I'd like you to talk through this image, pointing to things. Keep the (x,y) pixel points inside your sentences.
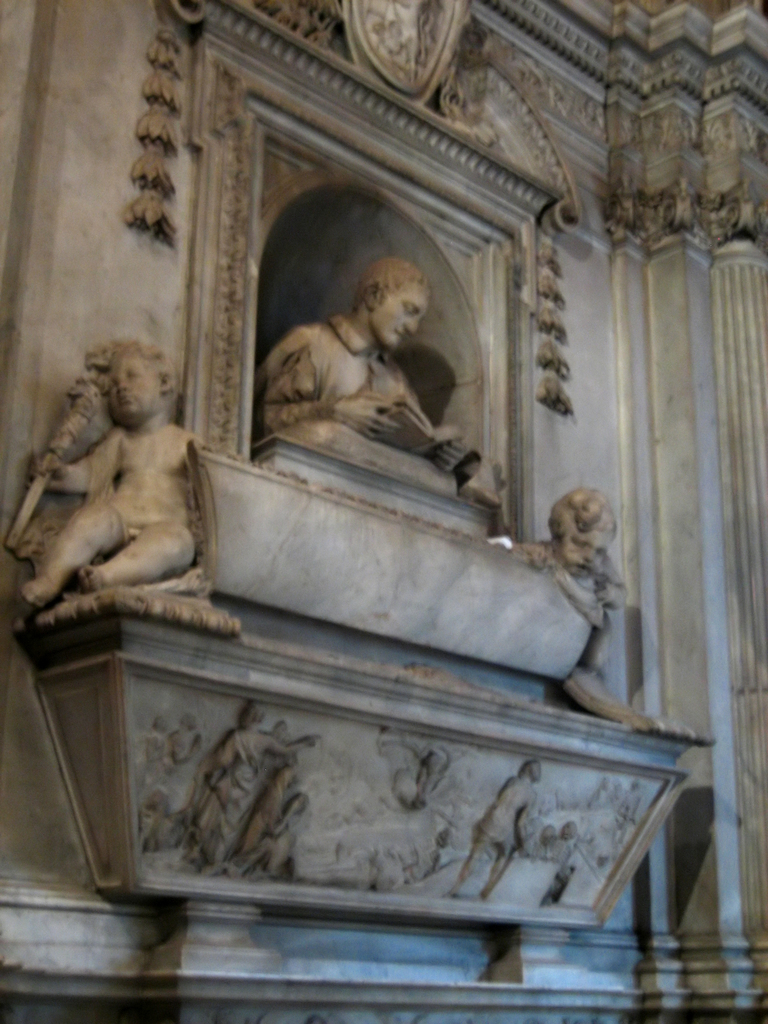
In this picture we can observe statues (391,398) of human beings (289,404). We can observe designs (174,95) carved on the wall (145,98).
